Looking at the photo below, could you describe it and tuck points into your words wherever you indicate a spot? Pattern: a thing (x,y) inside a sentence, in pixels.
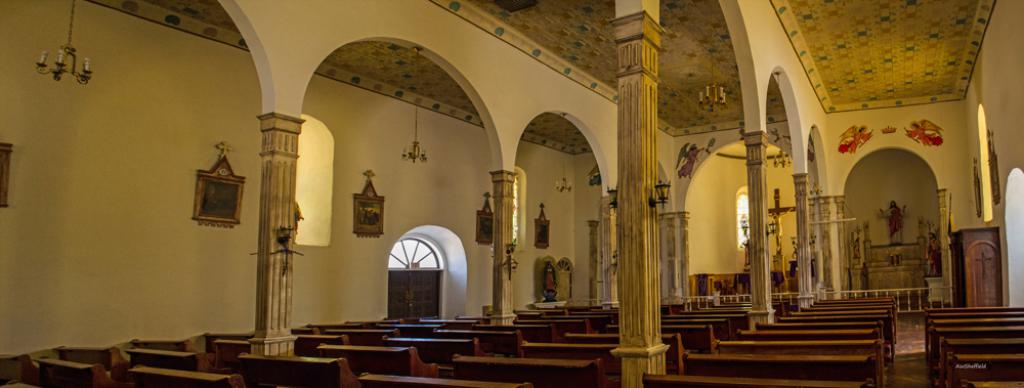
In this image we can see an inner view of a building (290,147) containing some benches (682,318), pillars (667,298), statues (744,250), stickers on a wall (698,192), a door (421,296), windows (320,139), a fence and some chandeliers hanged to a roof (473,117).
